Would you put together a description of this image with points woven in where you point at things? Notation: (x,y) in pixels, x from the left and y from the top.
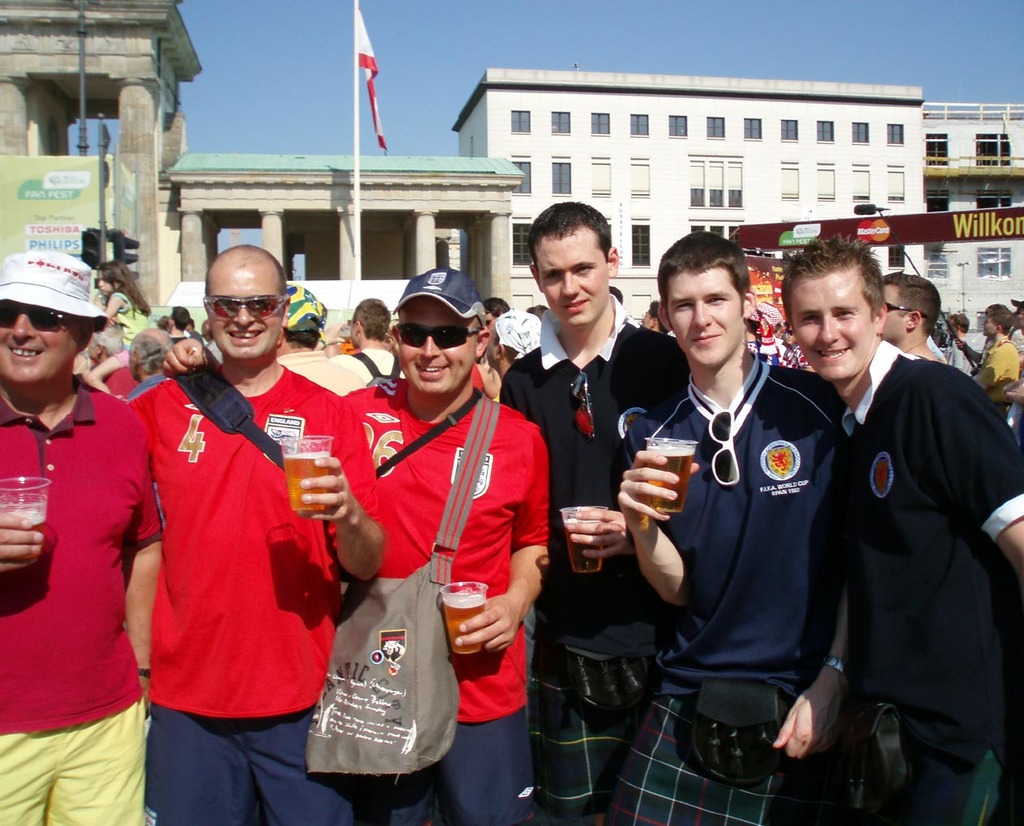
In this image we can see these people (791,668) are standing here and smiling. In the background (1006,253), we can see a few more people (899,286) on the road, we can see boards (740,238), traffic signal poles (89,262), flags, buildings (63,146) and the sky (352,42).
